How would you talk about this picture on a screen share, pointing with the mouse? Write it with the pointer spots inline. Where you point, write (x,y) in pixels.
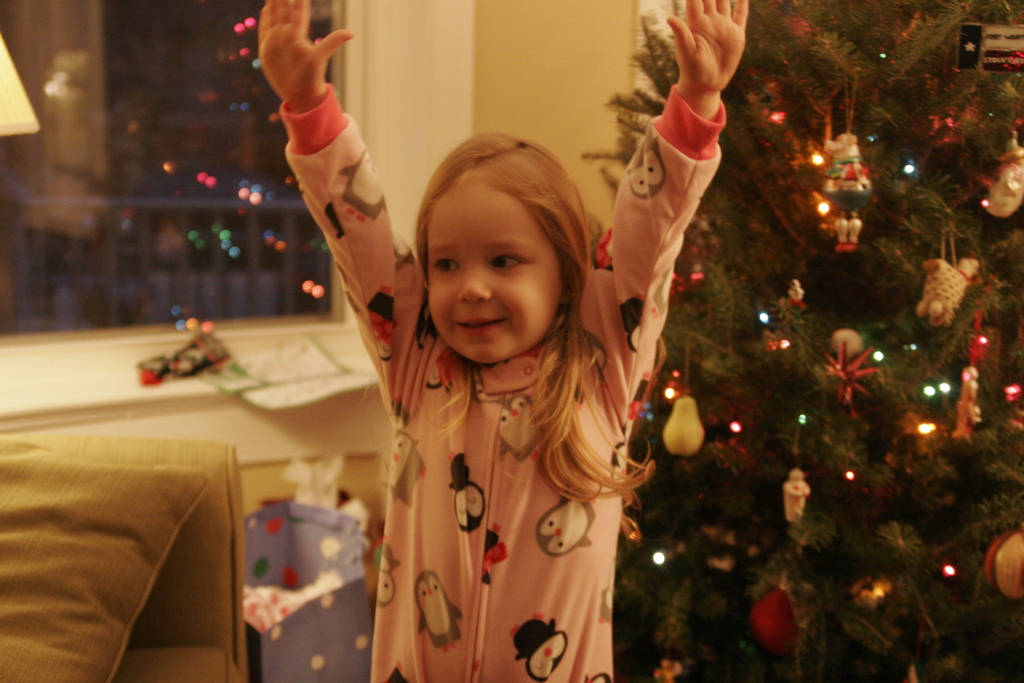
In this picture there is a kid (579,433) raised her hands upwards and there is a sofa (95,537) and a pillow (100,558) in the left corner (96,571) and there is a tree (888,355) decorated with few lights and some other objects (845,364) in the right corner (878,266).
